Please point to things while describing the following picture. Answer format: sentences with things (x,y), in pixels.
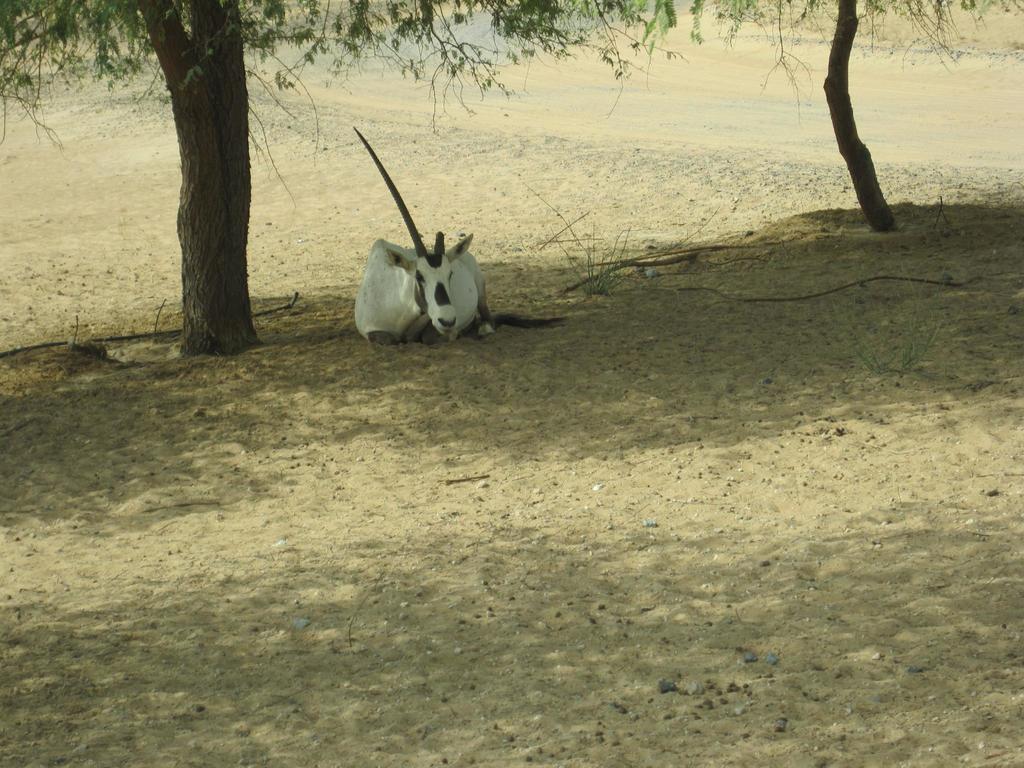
In the image we can see an animal (401,309) black and white in color. This is a sand (583,532), tree trunk (217,202) and leaves (41,10).
